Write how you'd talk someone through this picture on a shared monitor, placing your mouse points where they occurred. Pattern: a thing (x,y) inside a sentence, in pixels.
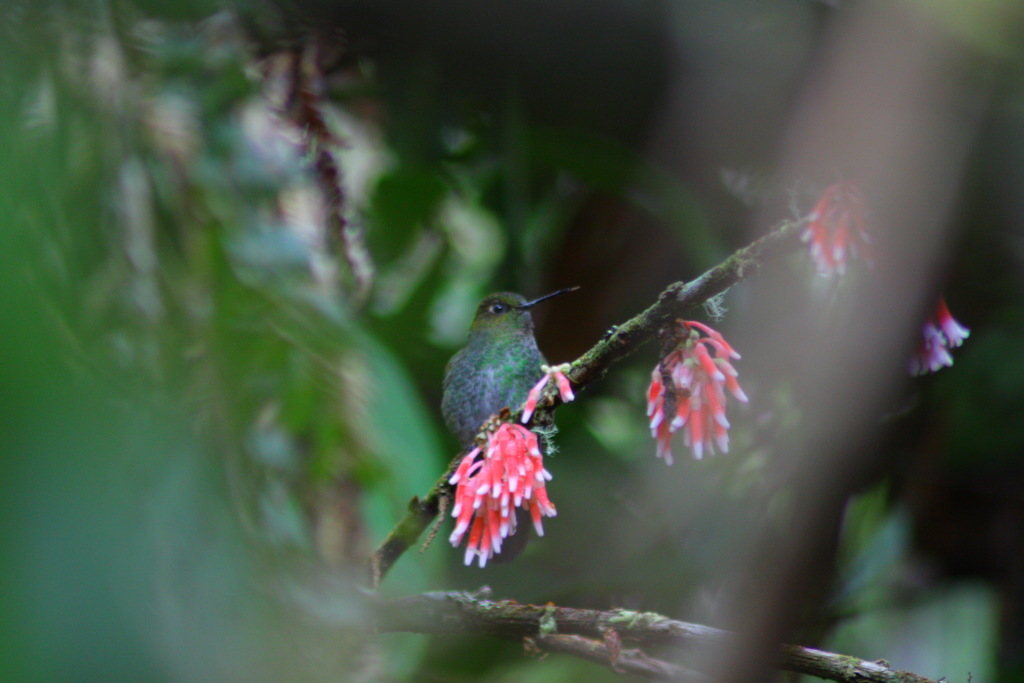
In this image we can see a bird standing on the stem (665,321) of a tree (664,367) with flowers (519,434).
